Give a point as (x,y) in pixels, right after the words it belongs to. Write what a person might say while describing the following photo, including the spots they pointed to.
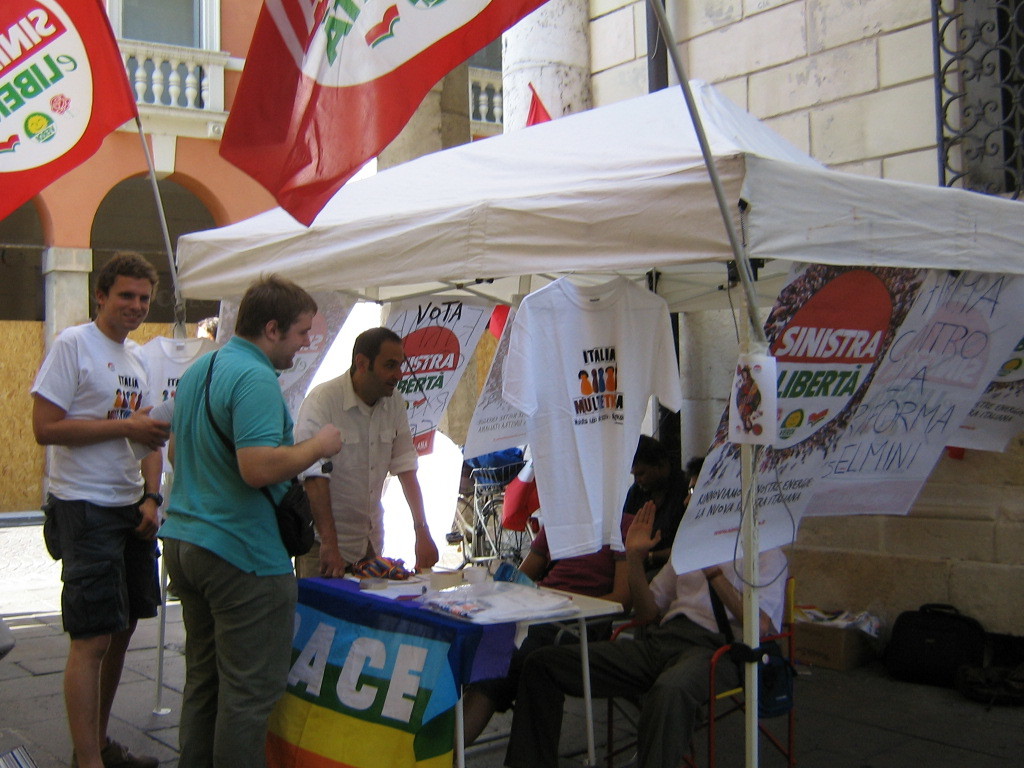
In this image we have 2 persons (187,581) standing, another man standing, group of people (565,683) sitting in chairs (762,725) and there is a tent (552,273) with some t-shirts (580,475) hanged in that and at the background (528,503) we have flags (406,22) attached to the pole (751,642) and big building (903,45).
